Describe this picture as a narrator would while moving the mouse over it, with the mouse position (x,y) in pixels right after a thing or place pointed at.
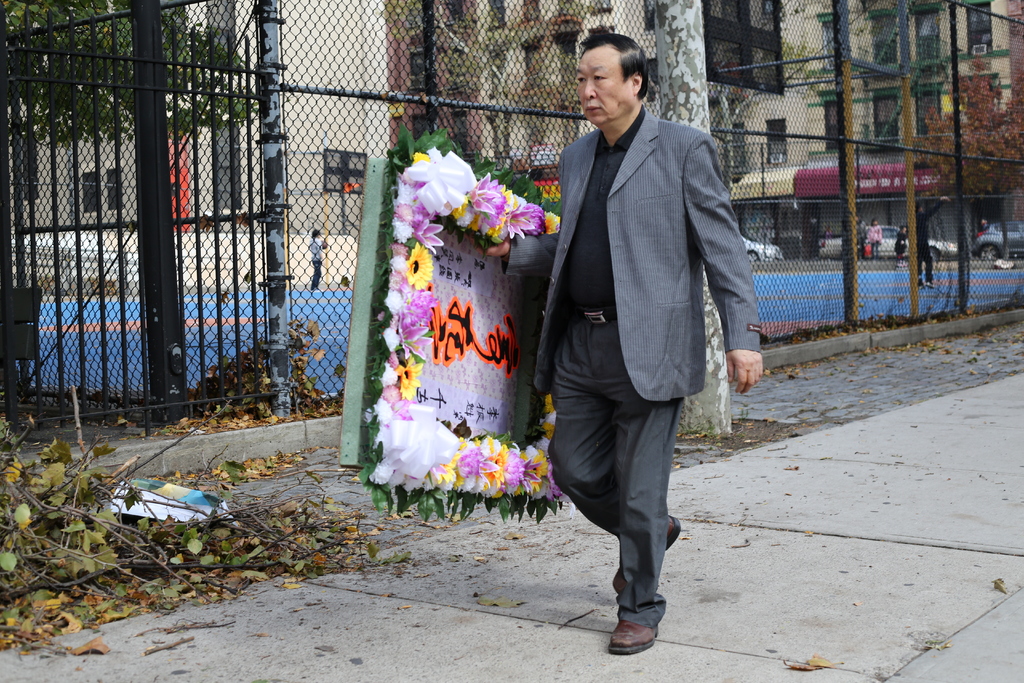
As we can see in the image there is fence (290,68), a man (571,249) holding banner (439,479), few people (871,240) here and there, cars (749,236) and there are buildings (415,67).
